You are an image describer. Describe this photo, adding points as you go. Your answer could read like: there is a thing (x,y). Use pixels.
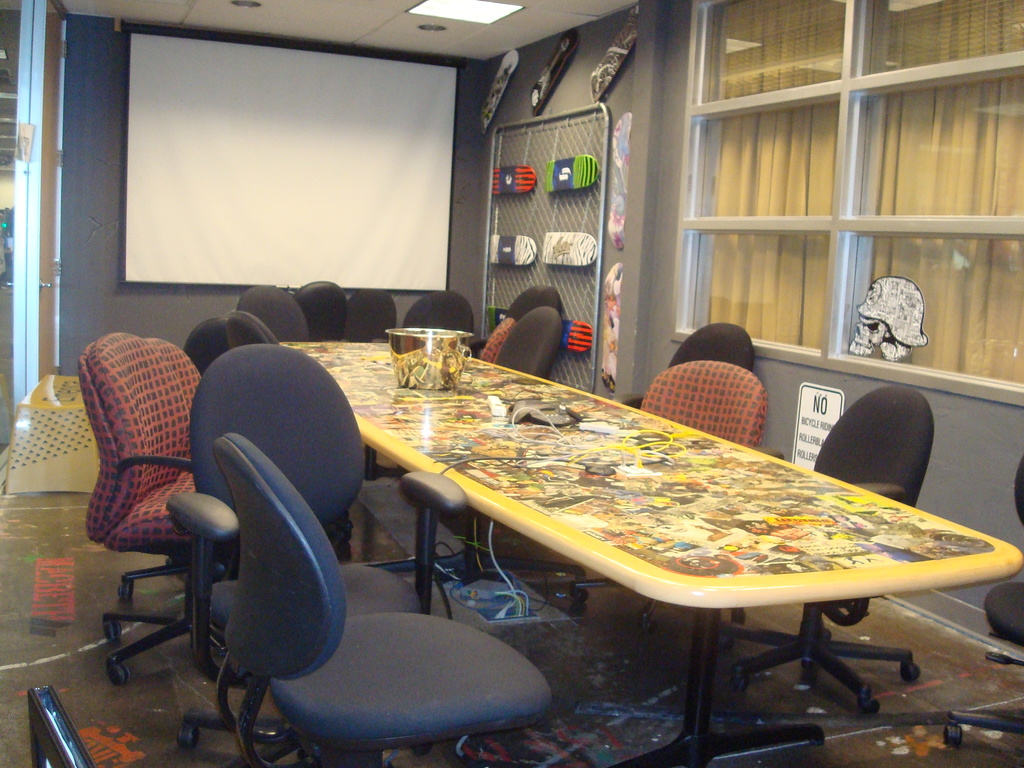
In the center of the image (575,478) there is a table (594,532) and we can see a vessel (433,363) placed on the table (468,385). There are chairs (279,436). In the center (381,288) there is a screen (277,141) placed on the wall (115,323). On the right (724,315) there is a window (801,206) and we can see boards (623,179) and a mesh (591,198) placed on the wall (626,327). At the bottom (634,744) there is a floor (163,728). At the top (491,10) there is a light (447,9).
